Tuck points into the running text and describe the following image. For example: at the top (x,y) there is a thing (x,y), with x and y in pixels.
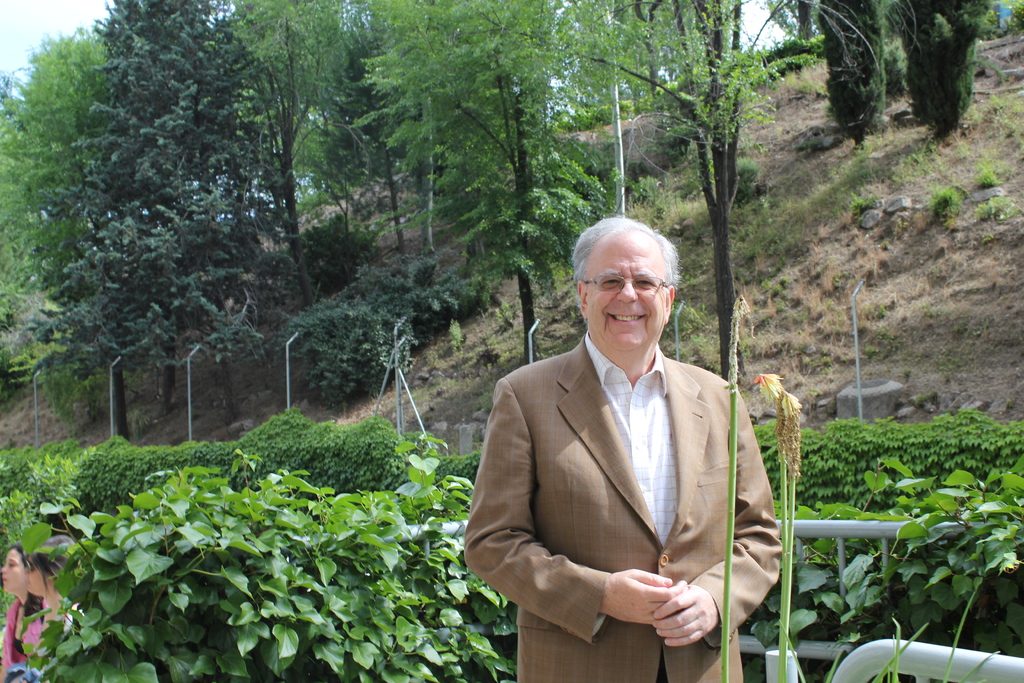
In this image there is a man (620,472) in the middle (643,424) who is wearing the suit (712,473). In the background (392,492) there are plants (284,429). At the top (360,75) there are trees (285,87) on the ground (765,153). On the right side (857,657) bottom there is a pipe (855,654). On the left side (49,594) there are two girls (49,594) sitting in between the plants (131,548). On the right side (965,215) top there is sand (880,248) and stones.
